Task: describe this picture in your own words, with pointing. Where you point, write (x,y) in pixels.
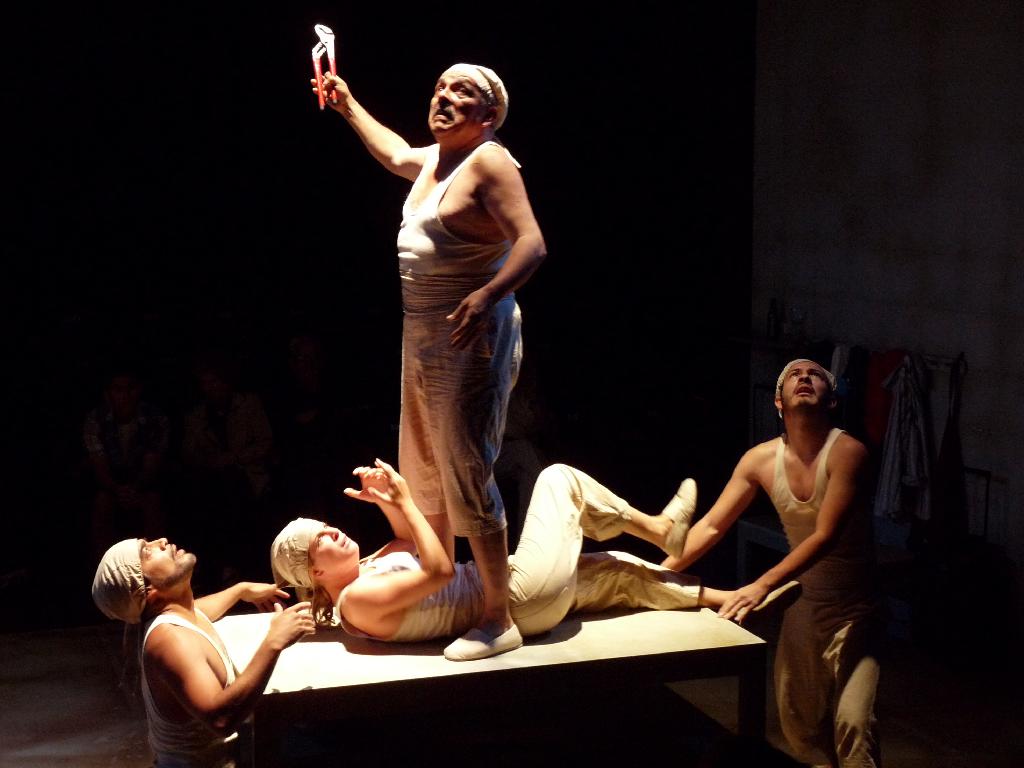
In the center of the image (442,290) we can see person (433,359) standing in the table (435,650) and we can also see person (514,556) laying on the table (300,675). On the right (859,454) and left side of the image (195,736) we can see person (815,409) standing at the table (371,666).
